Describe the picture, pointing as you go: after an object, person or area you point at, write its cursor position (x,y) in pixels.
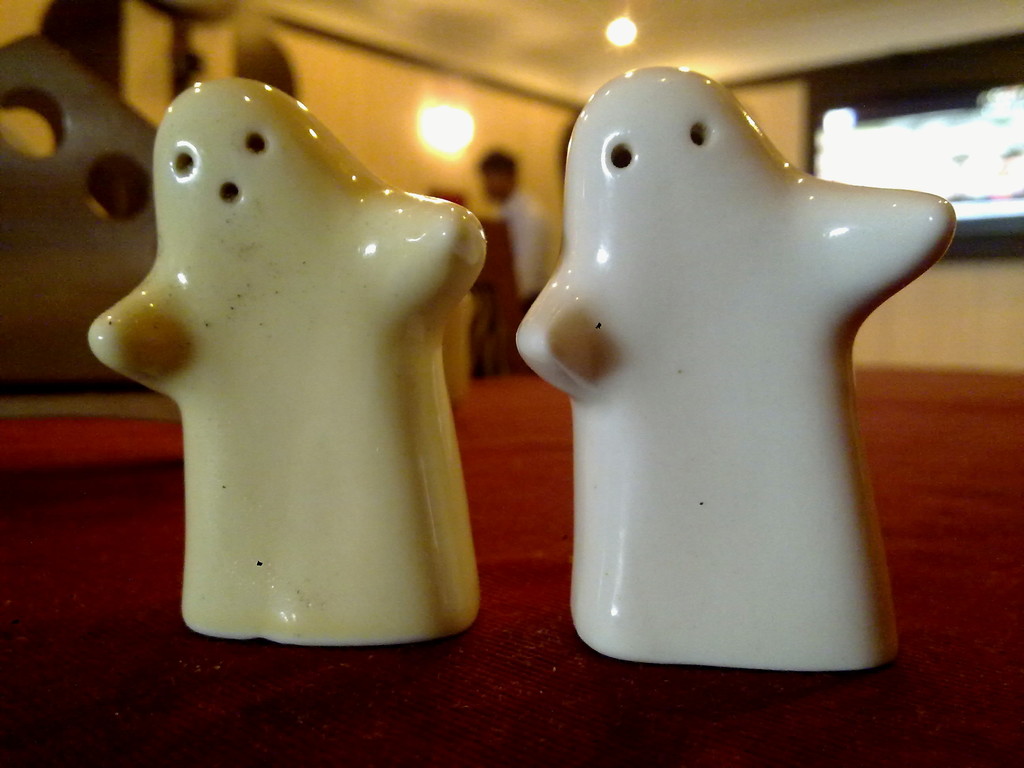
This image consists of two boxes (762,499). They looks like salt and pepper boxes (316,430). There are lights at the top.
